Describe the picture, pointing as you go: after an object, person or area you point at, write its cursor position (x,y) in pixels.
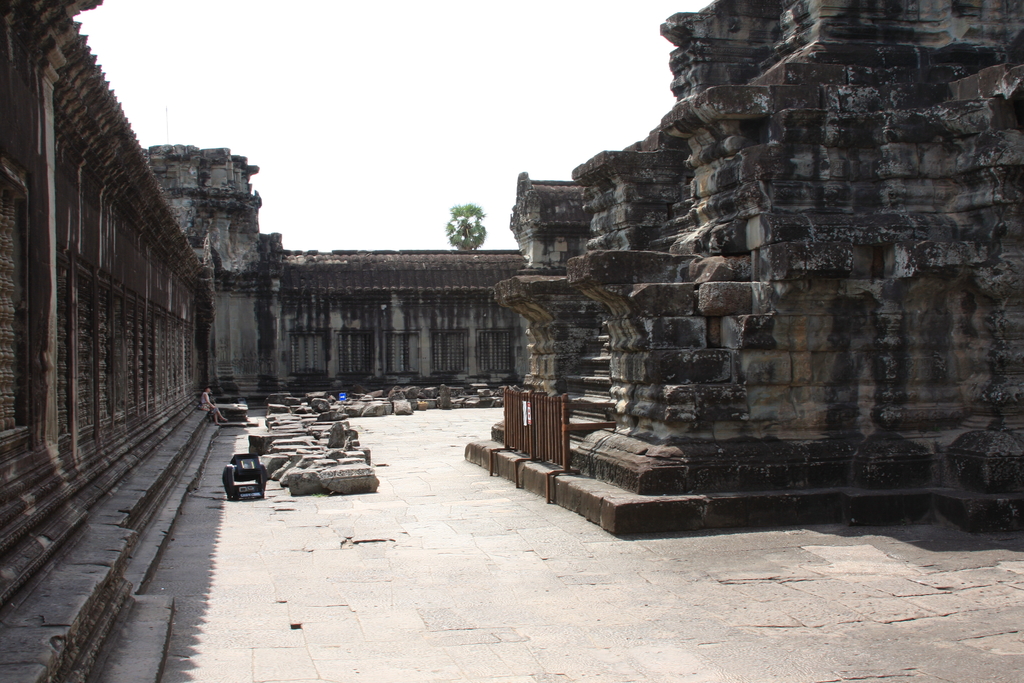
In the picture I can see the constructions (122,543) made with rocks (883,73). I can see the rocks (379,407) on the floor (395,421) and looks like there is a person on the left side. There is a tree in the background (483,242).
